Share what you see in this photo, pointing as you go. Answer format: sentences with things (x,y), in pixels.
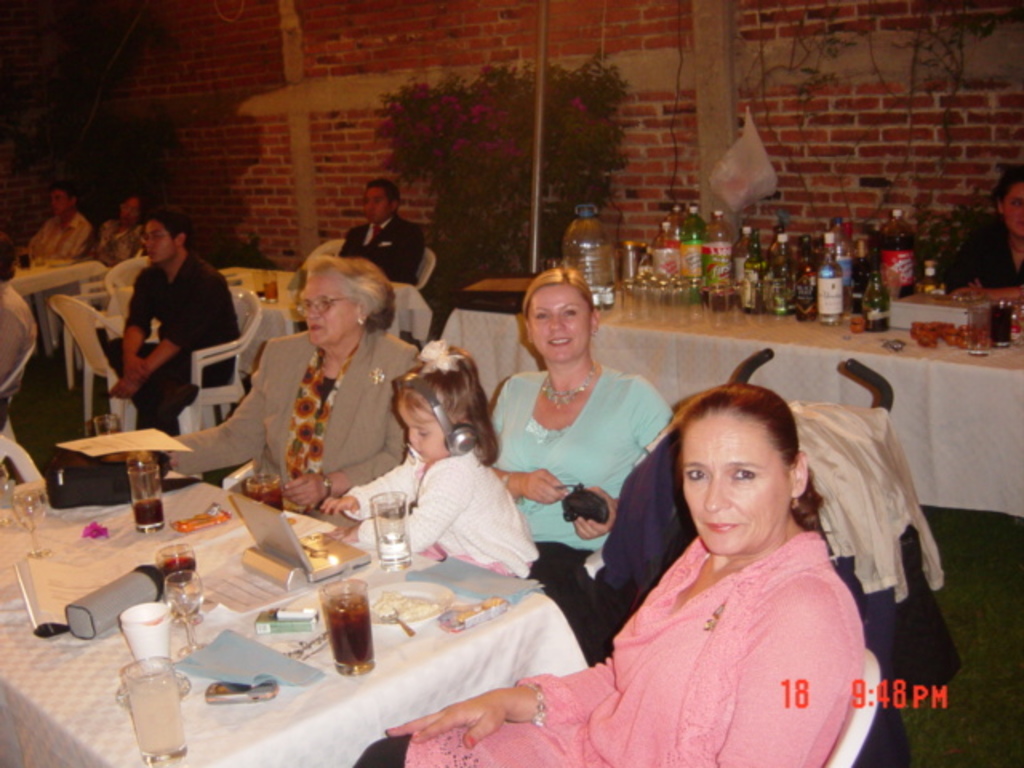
People (518,440) are sitting on the chair (856,714) near the table (353,699) and on the table (160,542) we have glass (347,632), paper (256,579), in the back there is plant (501,180) and wall (655,140) and there is another table (793,350) where bottles (771,273) are present.
